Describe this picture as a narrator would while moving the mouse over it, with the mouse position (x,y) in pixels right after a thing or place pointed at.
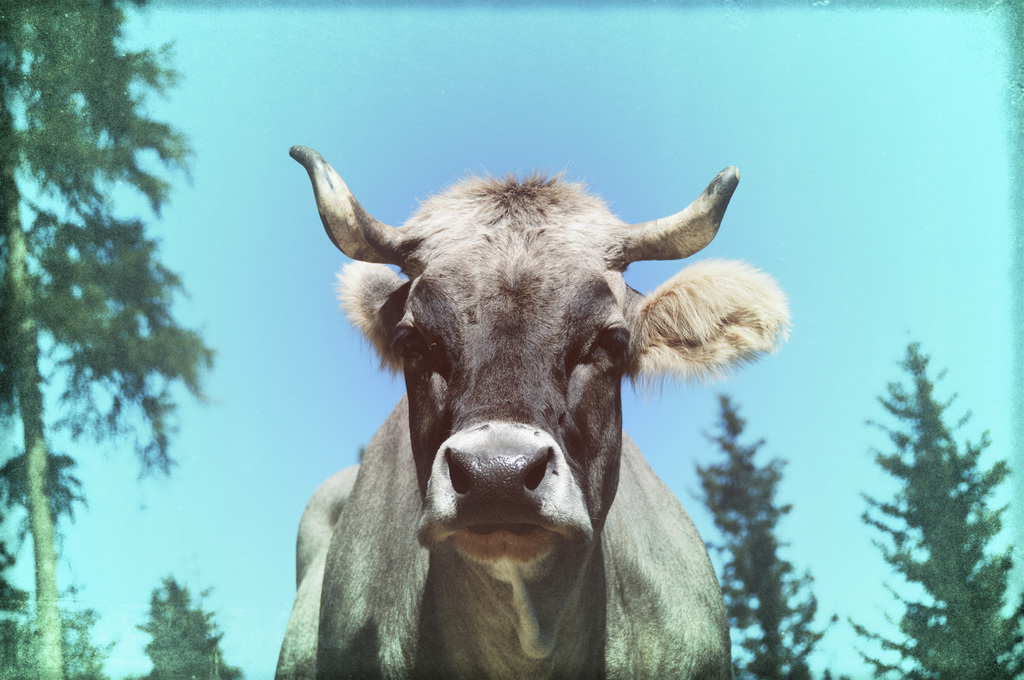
Here we can see animal (536,415). Background (841,492) there are trees (1,280) and sky (492,138).
